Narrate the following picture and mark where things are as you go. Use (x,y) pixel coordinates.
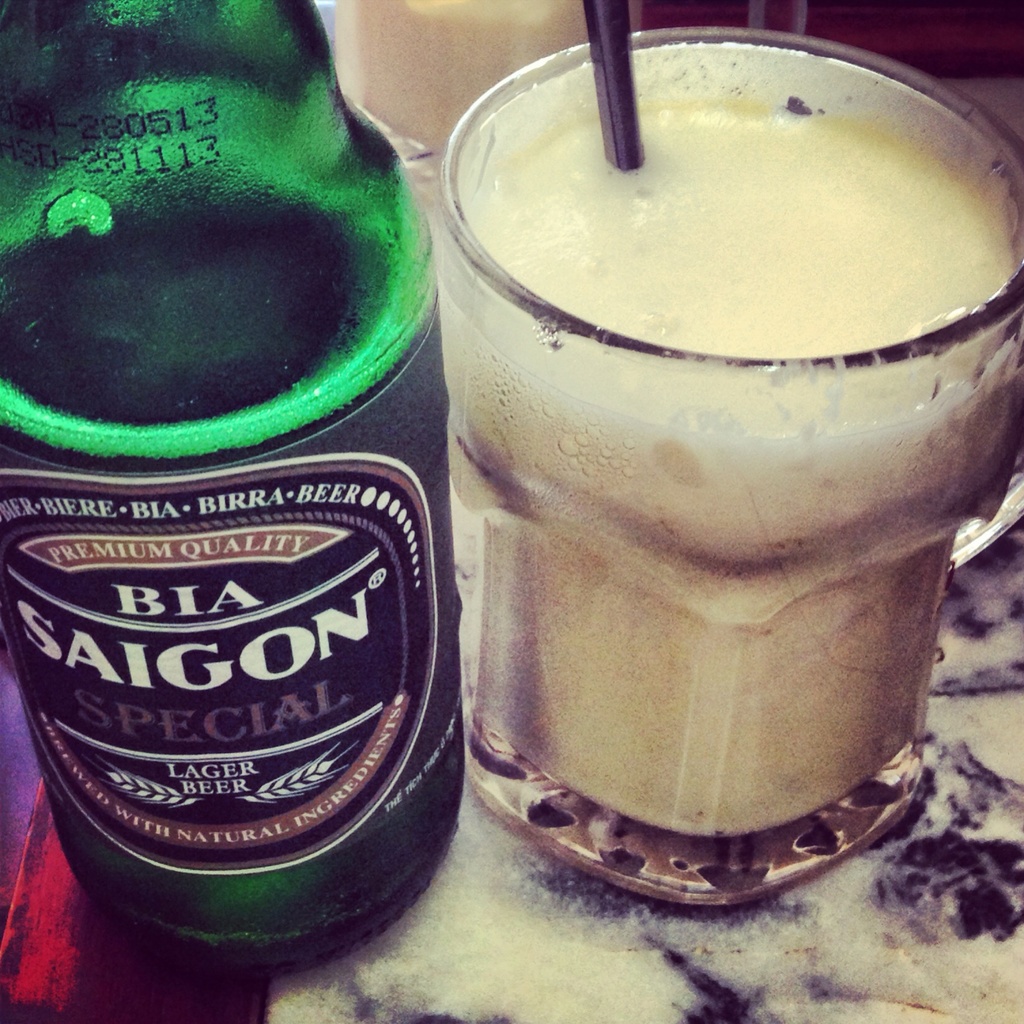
In this picture there is a beer bottle (350,735) and glass (638,686) on the table (481,971). On the bottle (347,793) there is a label (223,661) with text (155,608) on it. There are also numbers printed on the bottle (114,154). There is drink (657,784) in the glass (716,671) and foam (757,398) above it. In the glass (637,47) there is also a straw (597,43).
